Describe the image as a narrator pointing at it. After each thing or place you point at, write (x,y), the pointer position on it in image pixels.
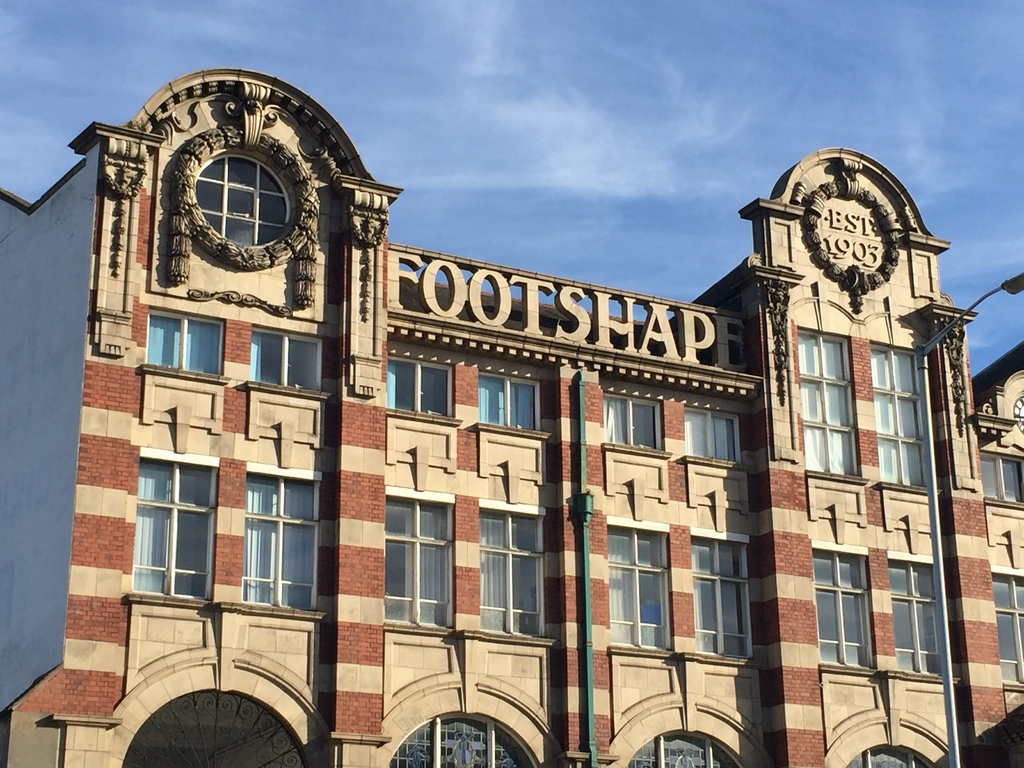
In the center of the image (498,474) there is a building (286,468). In the background (259,16) we can see sky (524,141) and clouds (617,180).
